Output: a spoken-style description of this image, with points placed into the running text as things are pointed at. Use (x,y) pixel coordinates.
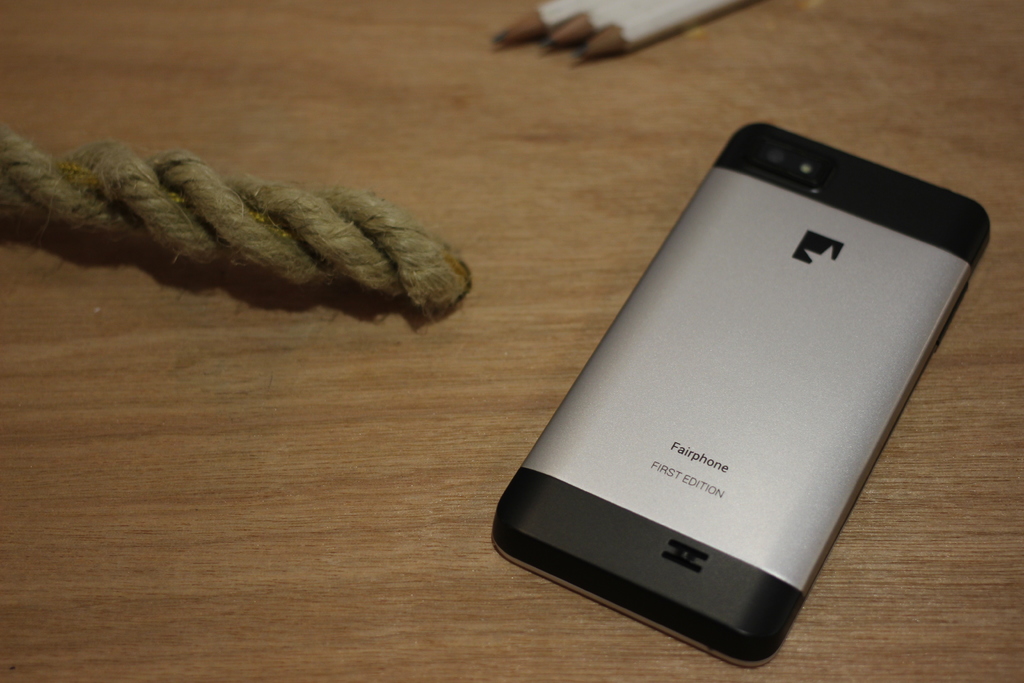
In this image we can see a phone (744,605) on the table (629,164) and at the top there are three pencils (688,7).
